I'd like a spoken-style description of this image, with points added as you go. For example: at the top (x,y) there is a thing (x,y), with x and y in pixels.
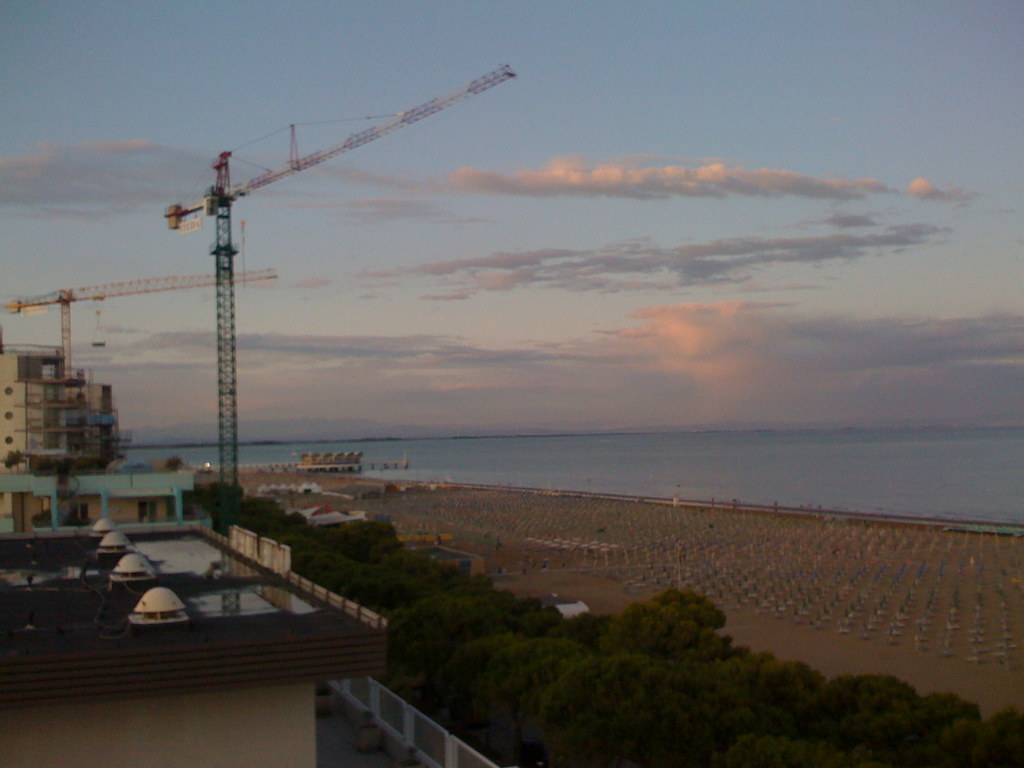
In this image I can see a sea (723,449) and around there are some plants (443,696), trees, and, houses (198,564), buildings (321,619) and some other things (197,223) around.
